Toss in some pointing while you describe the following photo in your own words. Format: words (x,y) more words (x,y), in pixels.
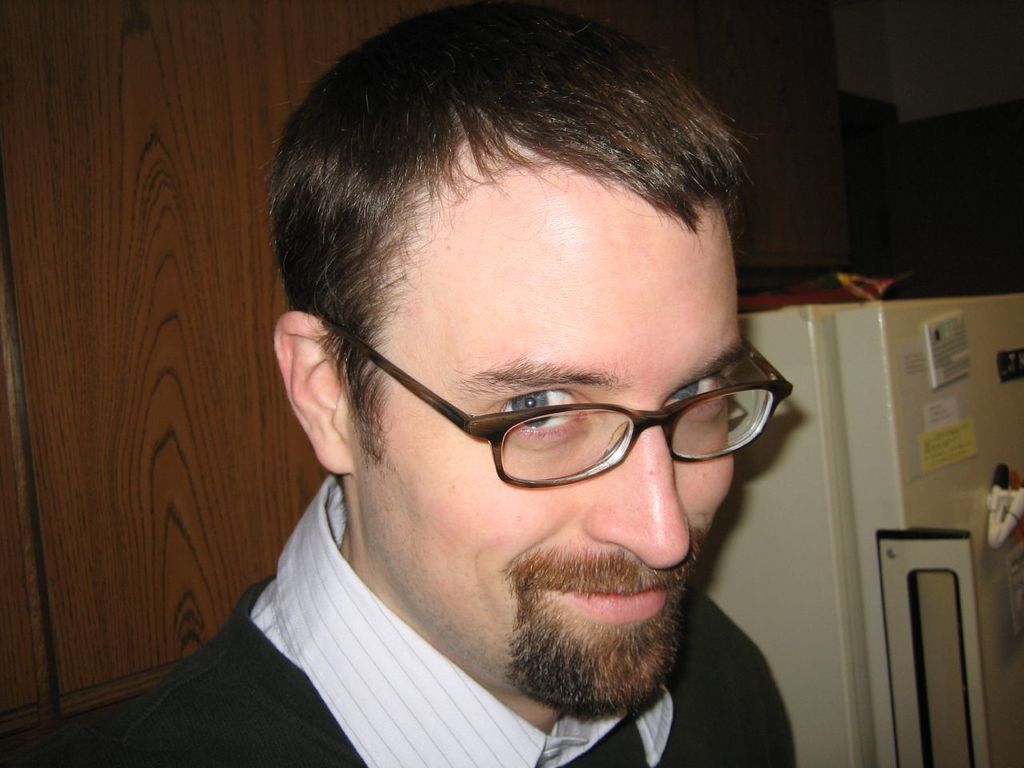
In the foreground of this image (562,468), there is a man (583,649) in black dress (705,720) and wearing spectacles (615,432) and having a smile (639,612) on his face (639,612). In the background (250,528), there is a wooden cupboard (152,296) and a refrigerator (883,553).
